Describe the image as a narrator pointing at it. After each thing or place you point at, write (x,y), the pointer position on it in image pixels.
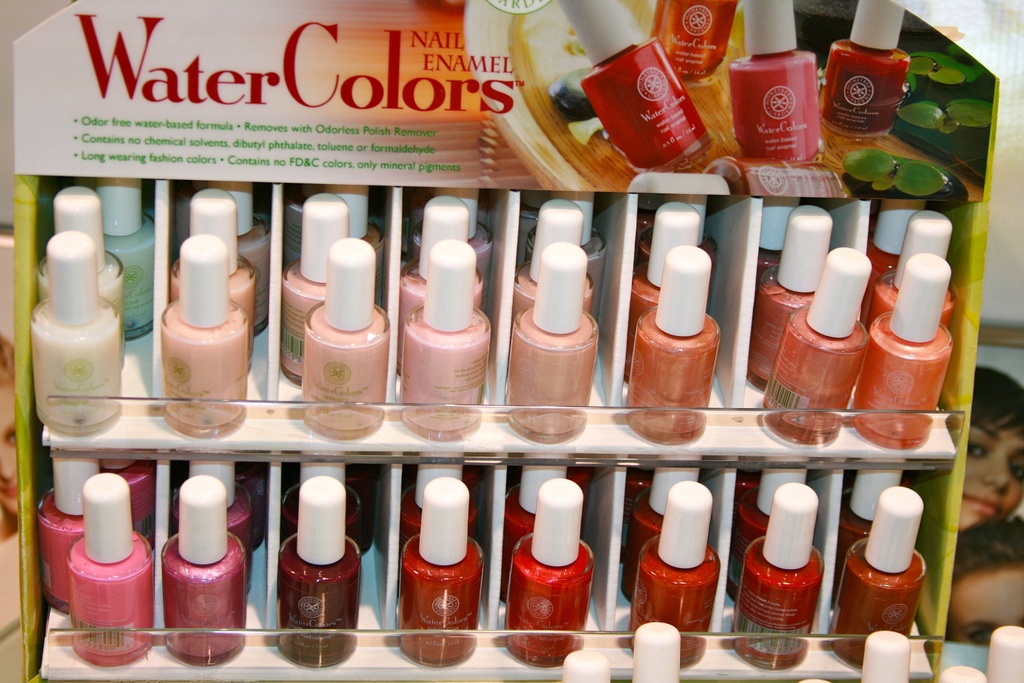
In the center of the image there are nail polish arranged in a rack (919,631).
